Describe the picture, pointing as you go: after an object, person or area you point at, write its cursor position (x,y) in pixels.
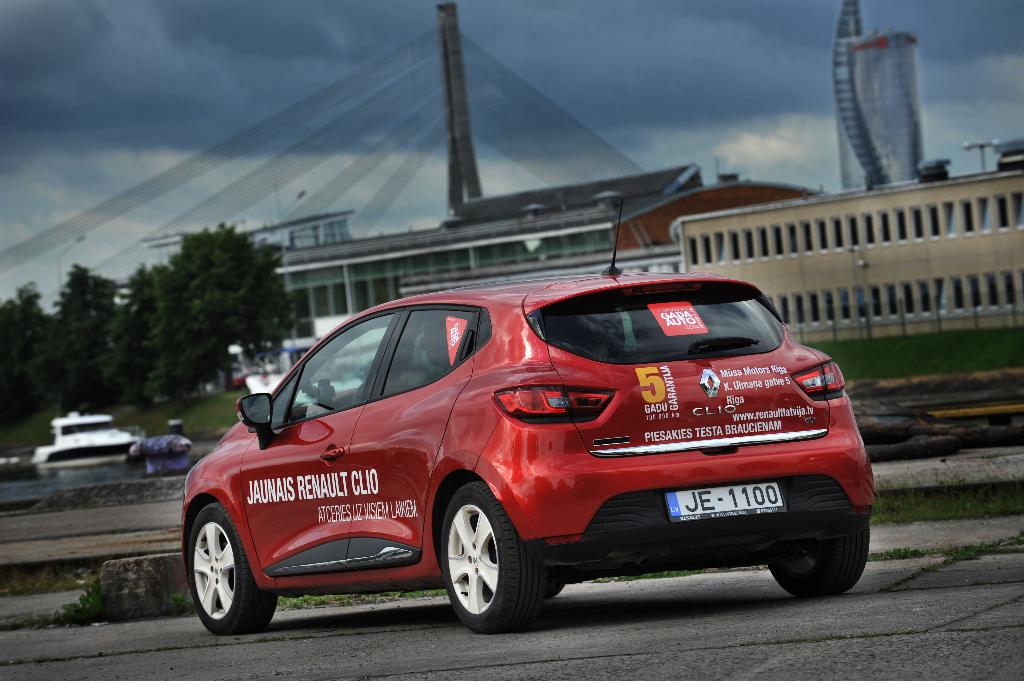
In the foreground of the image (605,534) we can see a car (754,421) with some text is placed on the ground (737,625). On the left side of the image (88,450) we can see a boat (74,448) in the water (85,471). In the background (88,351), we can see a group of trees (152,375), poles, buildings (461,235) with windows (910,298), a fence (937,299) and a cloudy sky (149,125).
